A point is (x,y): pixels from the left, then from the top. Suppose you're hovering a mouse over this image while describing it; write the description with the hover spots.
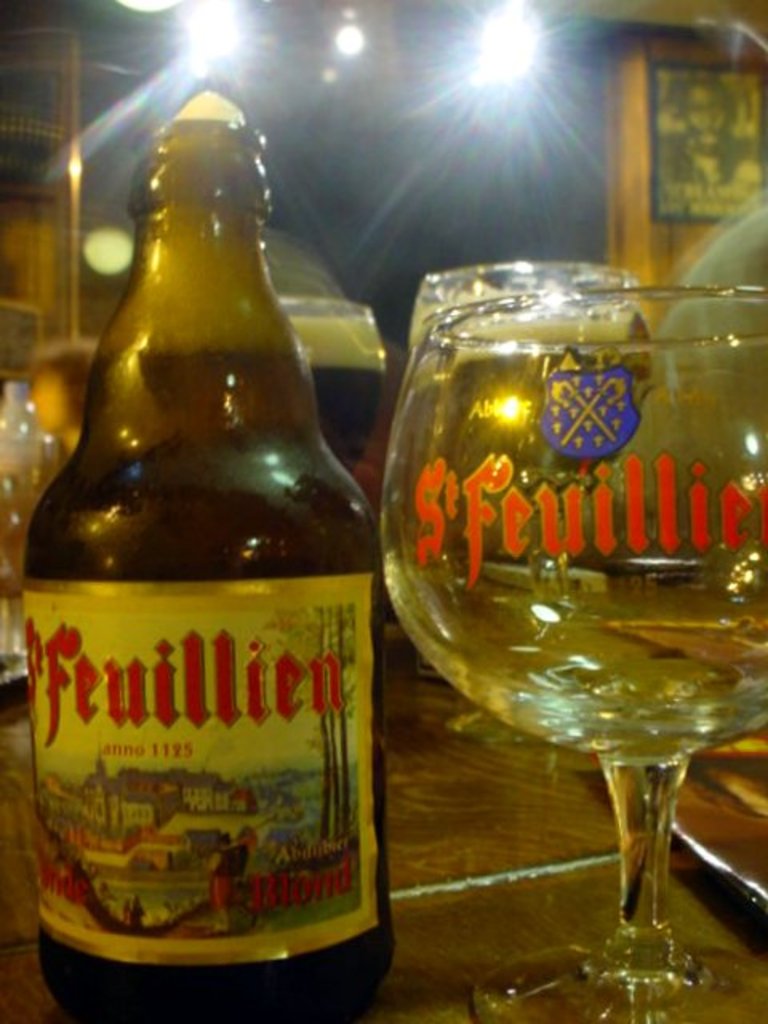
In this image I can see a bottle (300,494) and the glasses (416,379). There is also a light (505,31).
